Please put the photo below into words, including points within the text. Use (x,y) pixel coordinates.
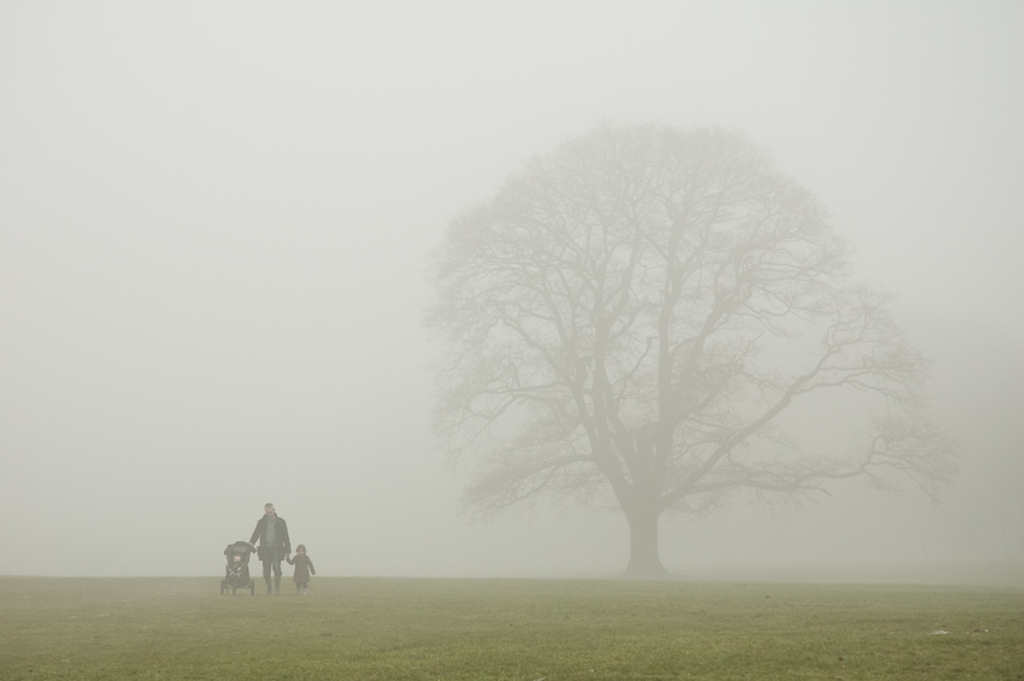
In this image we can see a man (275,528) holding a kid (300,563) and a stroller (247,545) in the ground (336,620), on the right side (733,307) there is a tree (669,389) and sky (434,239) in the background (210,282).
